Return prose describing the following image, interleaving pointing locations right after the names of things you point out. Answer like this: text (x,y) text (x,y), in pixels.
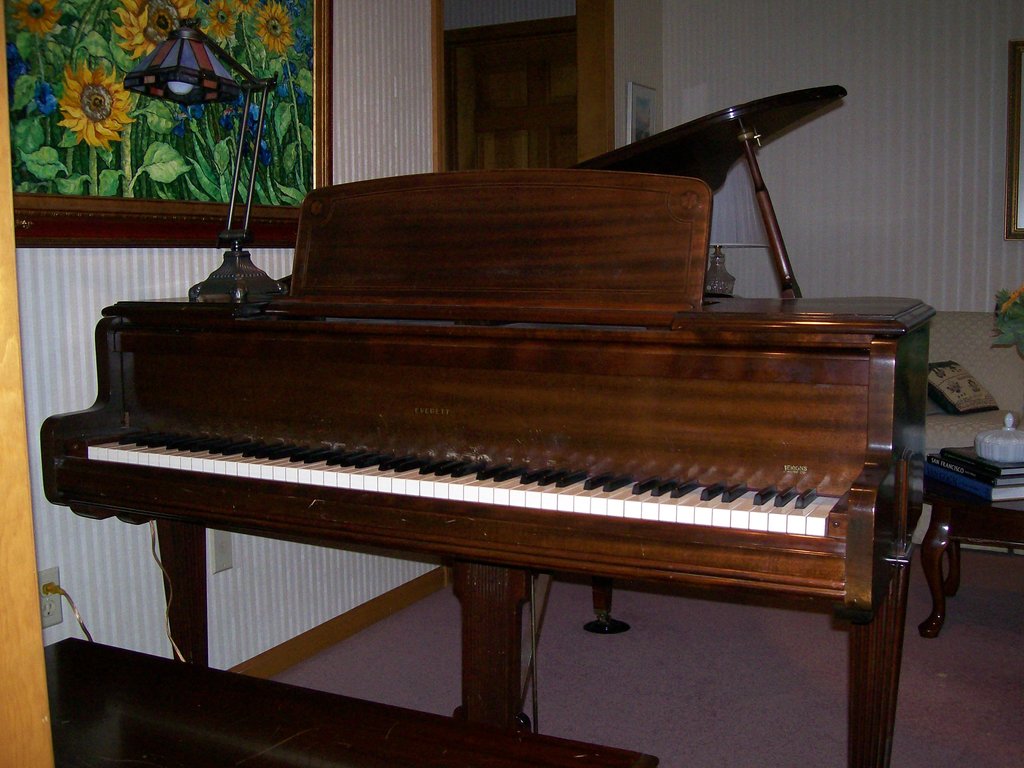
There is a piano (391,555) in the given picture. In the background (332,123) there is a wall (338,77) and a photograph (300,96) is attached to the wall (342,128). On the piano (258,378) there is a lamp (185,76).
